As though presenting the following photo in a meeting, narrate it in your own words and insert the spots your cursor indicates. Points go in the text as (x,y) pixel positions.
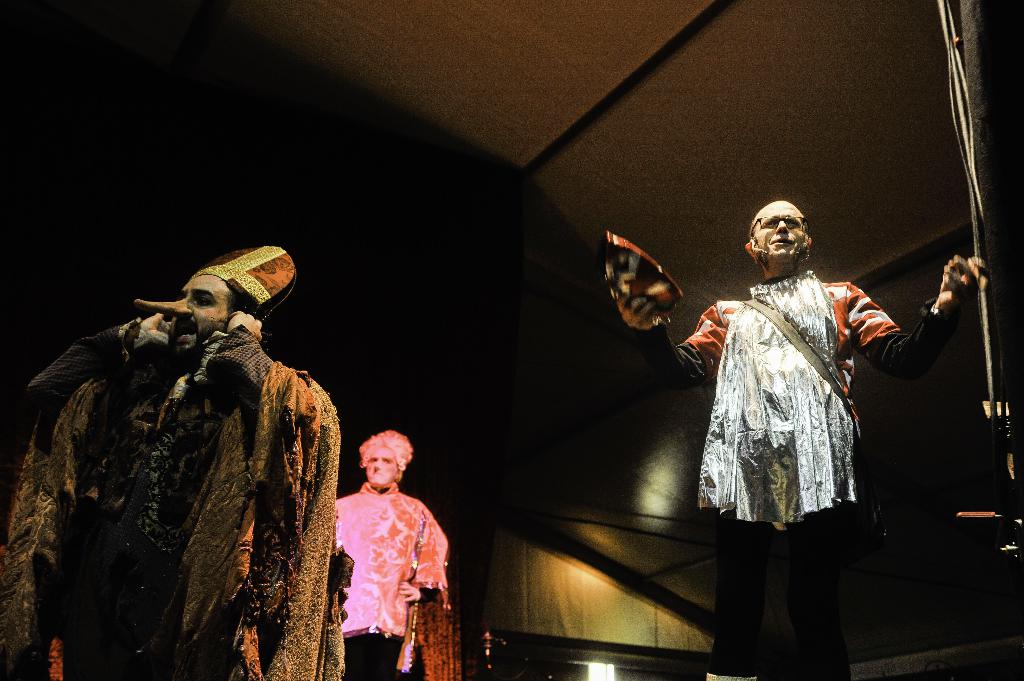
This image is taken indoors. At the top of the image (588,70) there is a roof (747,167). In this image the background (912,465) is dark. On the left side of the image (251,510) two men (243,521) are standing on the floor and they are with weird costumes (271,536). On the right side of the image (762,288) there is a man (762,281) and he is holding an object (652,263) in his hand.
